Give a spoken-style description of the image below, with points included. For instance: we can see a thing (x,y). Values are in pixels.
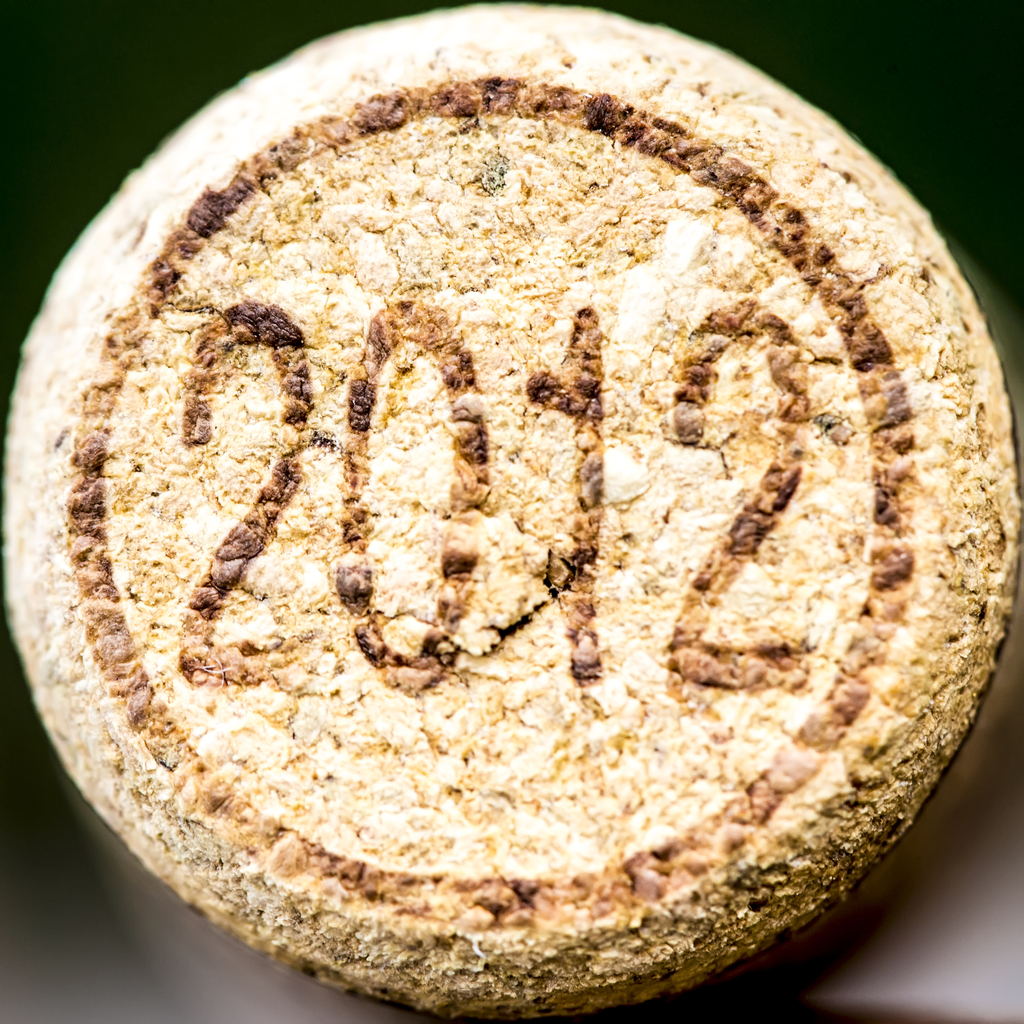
In this image we can see an object (564,716) with some numbers (578,668) on it.
